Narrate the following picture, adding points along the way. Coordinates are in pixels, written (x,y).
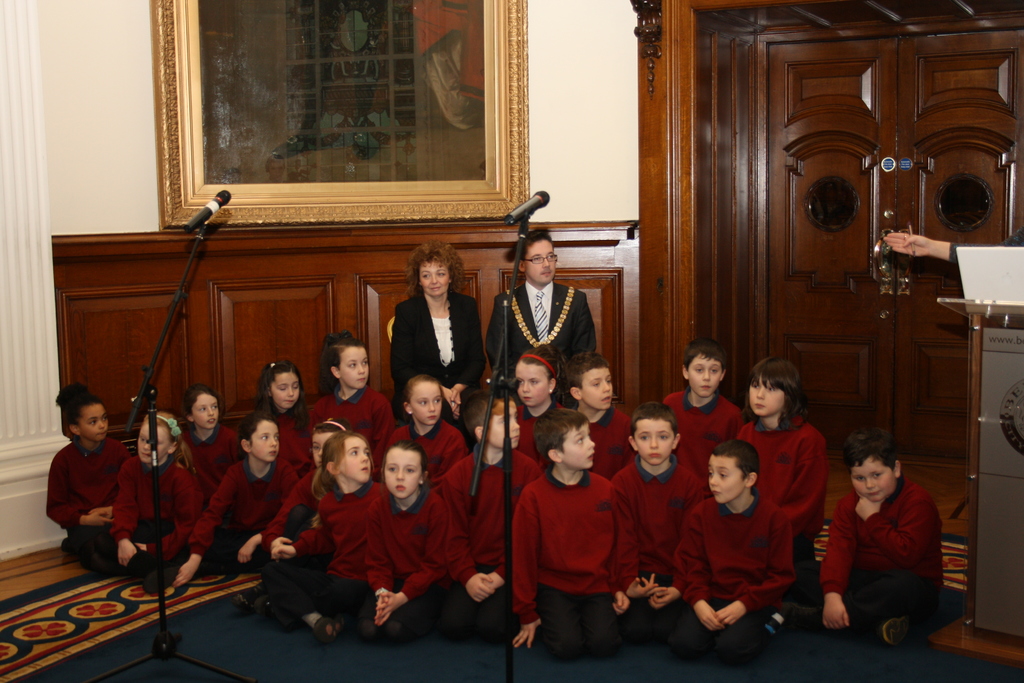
There are kids (349,441) sitting on the floor (356,666) and these two people (419,310) sitting on chairs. On the right side of the image (1008,292) we can see a person hand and laptop (1016,274) above the podium (1000,308). In the background (600,254) we can see frame (175,64) on a wall (557,149), cupboards (164,309) and door (783,280).
